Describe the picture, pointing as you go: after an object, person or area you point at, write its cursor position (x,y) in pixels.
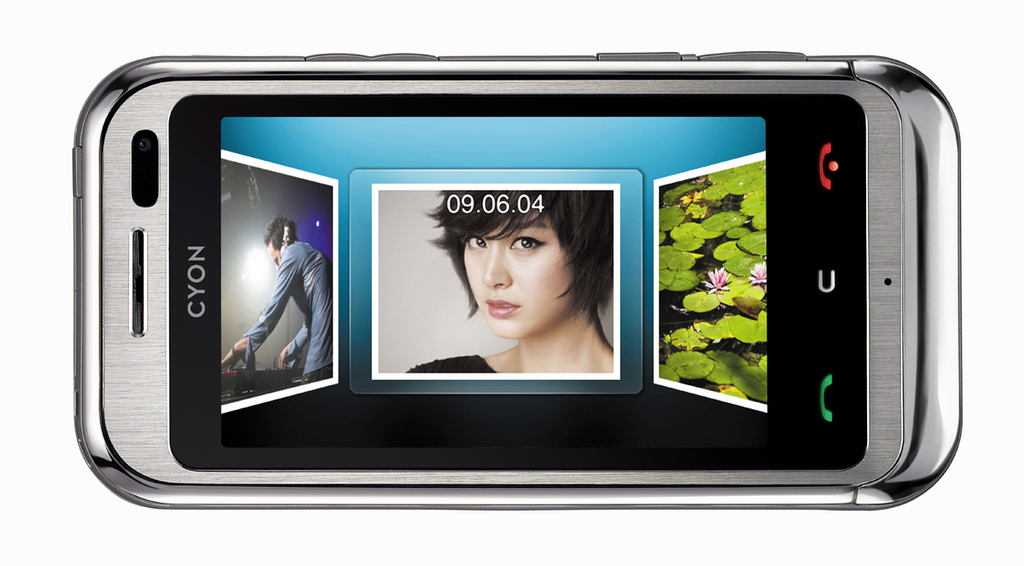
In this image in the center (369,287) there is one mobile phone (614,158), in the mobile phone (448,318) there are some persons (518,274), leaves (741,220) and flowers (724,281).
